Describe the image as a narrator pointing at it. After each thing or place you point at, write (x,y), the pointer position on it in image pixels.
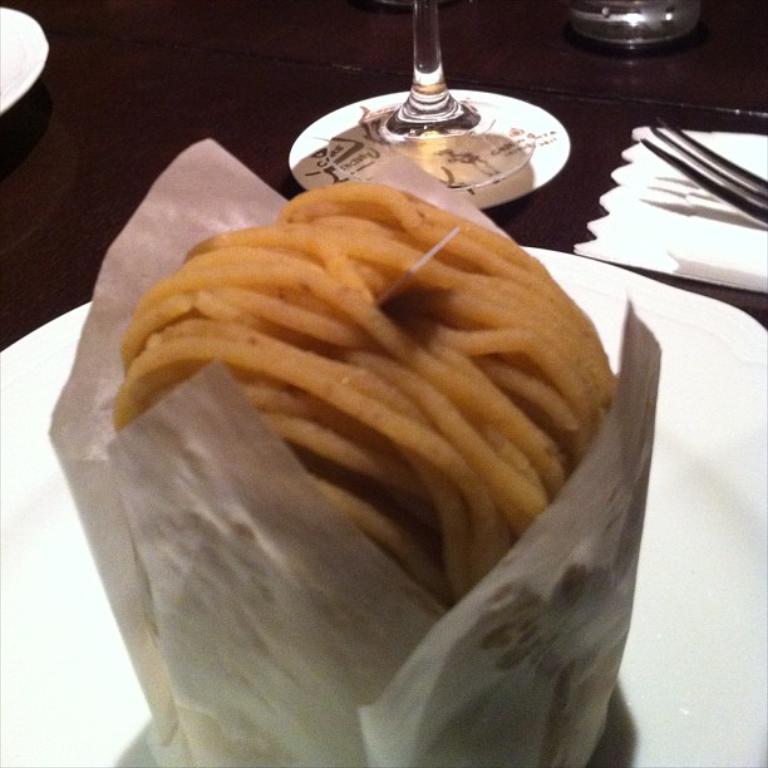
In this picture we can see glasses (429,157), fork (751,191) and a plate (600,323) with a food item (345,567) on it and these all are placed on a table (214,110).
